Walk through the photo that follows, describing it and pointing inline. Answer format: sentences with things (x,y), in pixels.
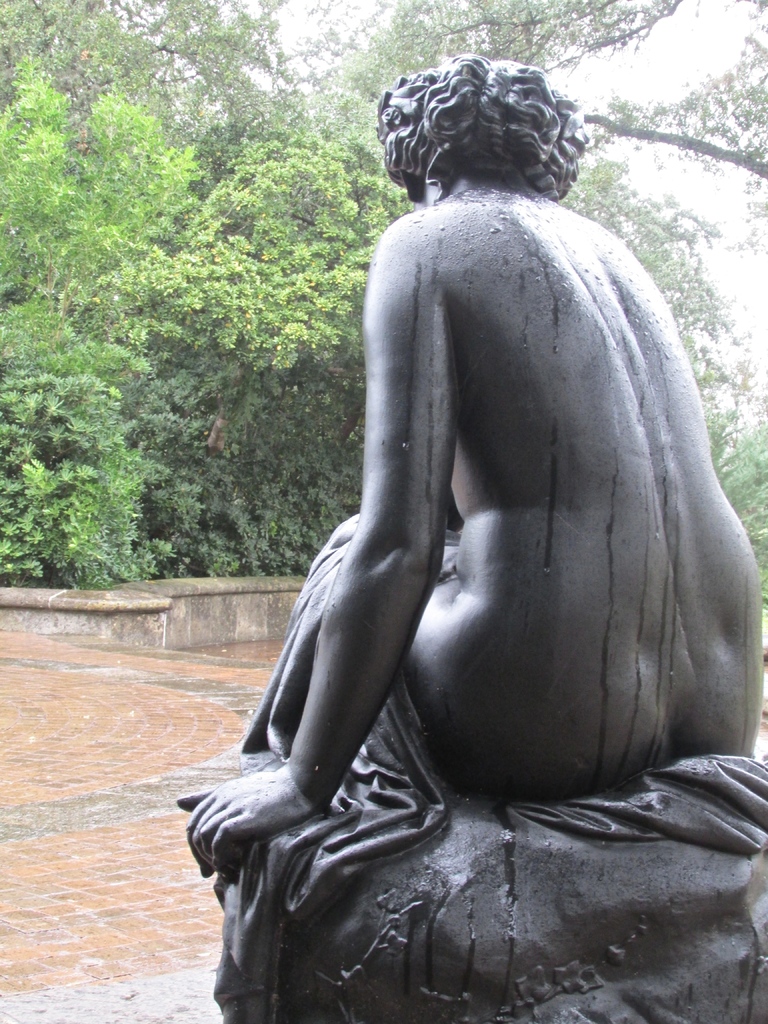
In the foreground of the picture (426,572) I can see the statue (510,345). In the background (24,400), I can see the trees (342,333).
